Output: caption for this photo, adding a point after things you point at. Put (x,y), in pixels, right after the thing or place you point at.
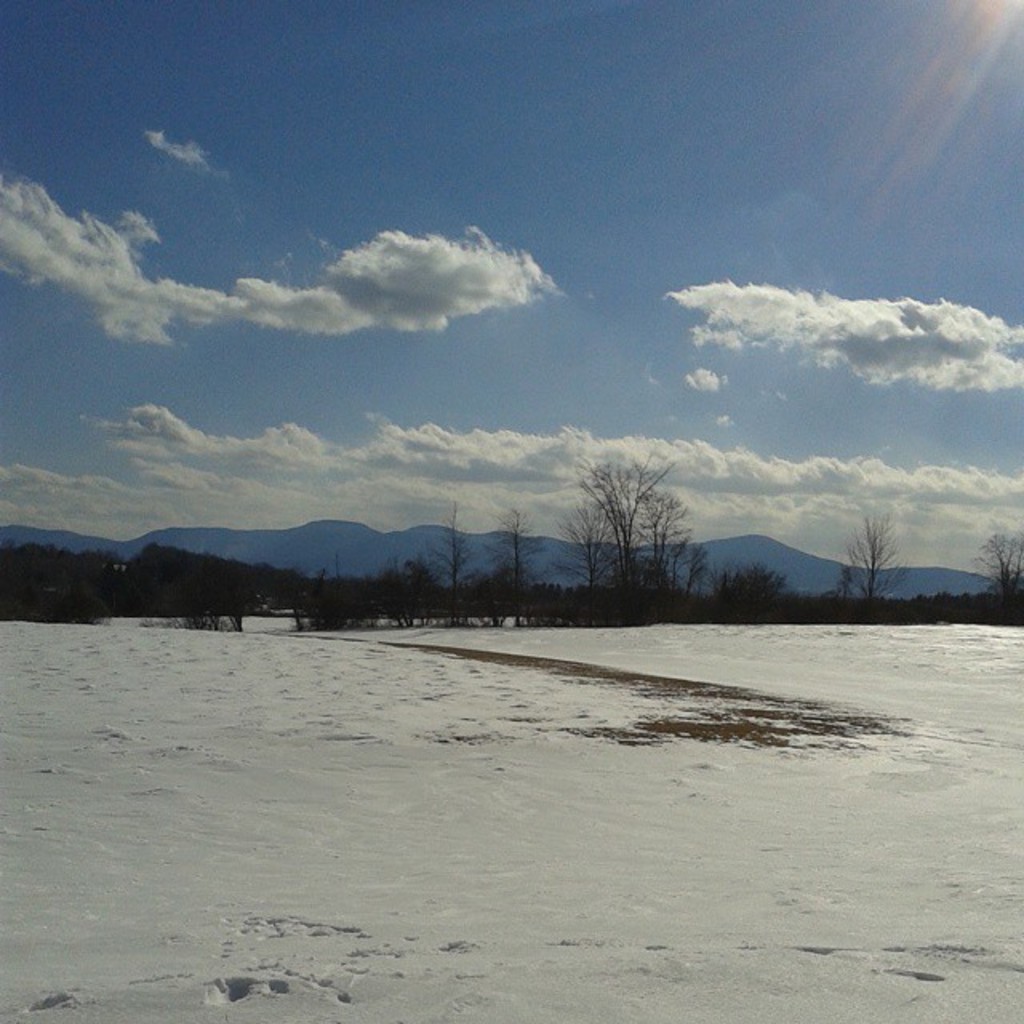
In this image in the front (387,864) there is snow (603,846) on the ground (511,809). In the background (315,586) there are trees (399,575) and the sky (440,413) is cloudy and there are mountains (239,534).
